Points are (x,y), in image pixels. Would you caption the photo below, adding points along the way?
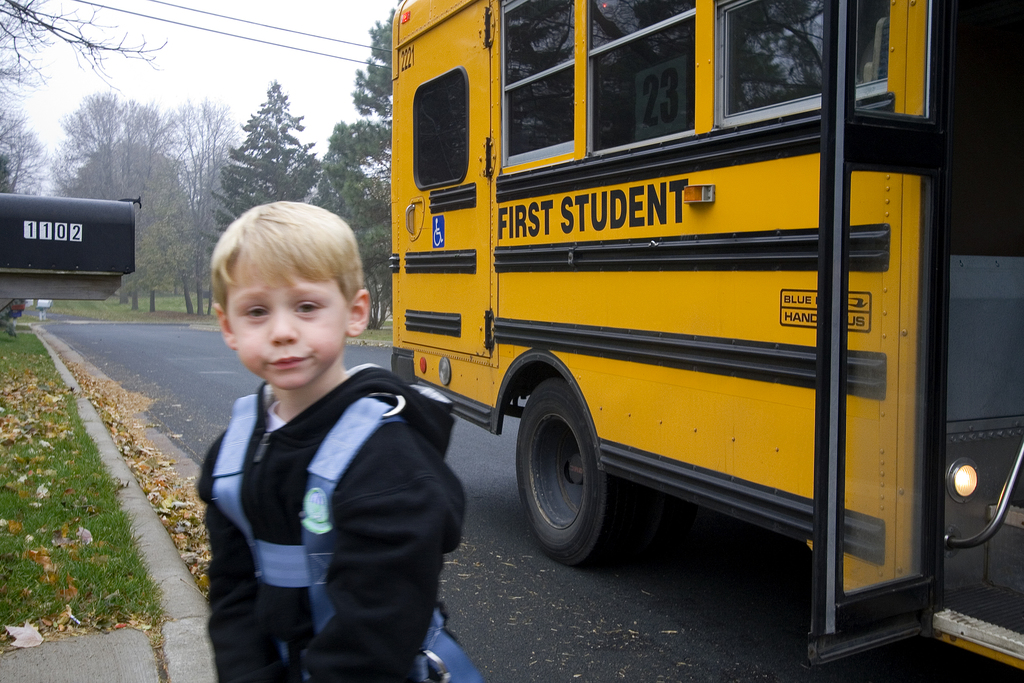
In the foreground of this image (309,502), there is a boy (300,440) wearing a bag (437,645) is standing on the side path (202,677). On the right (840,463), there is a bus (584,287) on the road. In the background (103,217), there is a mailbox (116,250), trees (287,171), cables (284,31) and the sky (237,61).
